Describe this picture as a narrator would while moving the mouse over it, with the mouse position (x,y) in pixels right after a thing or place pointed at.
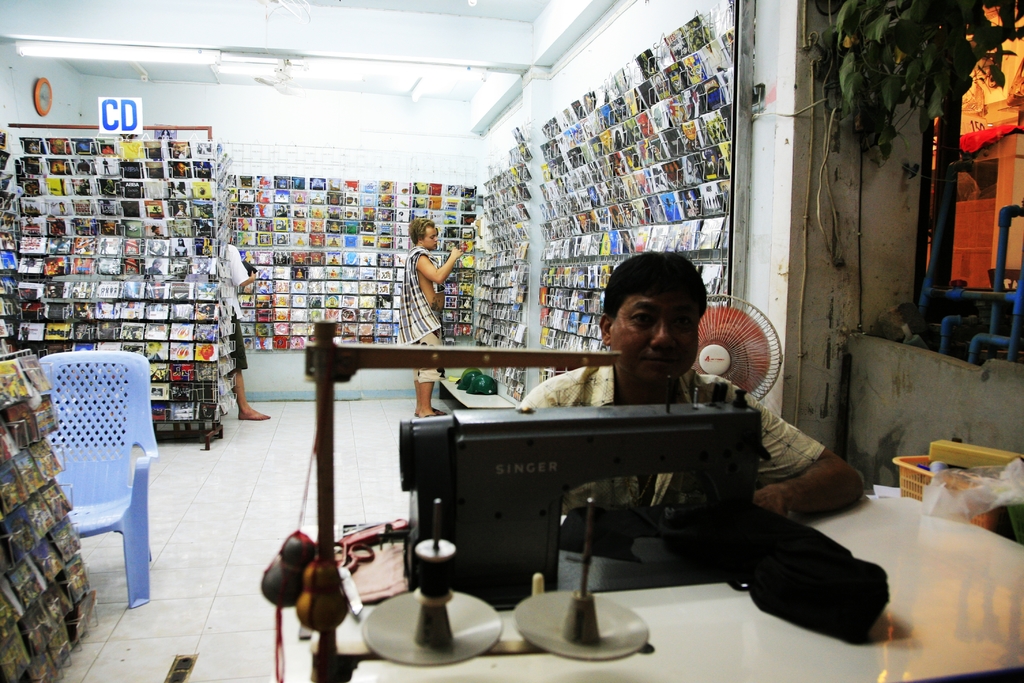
In this picture I can see a person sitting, there is a sewing machine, chair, board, clock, table fan (715,337), there are helmets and some other objects (303,601), there are two persons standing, there are tube lights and CD's (545,243).
